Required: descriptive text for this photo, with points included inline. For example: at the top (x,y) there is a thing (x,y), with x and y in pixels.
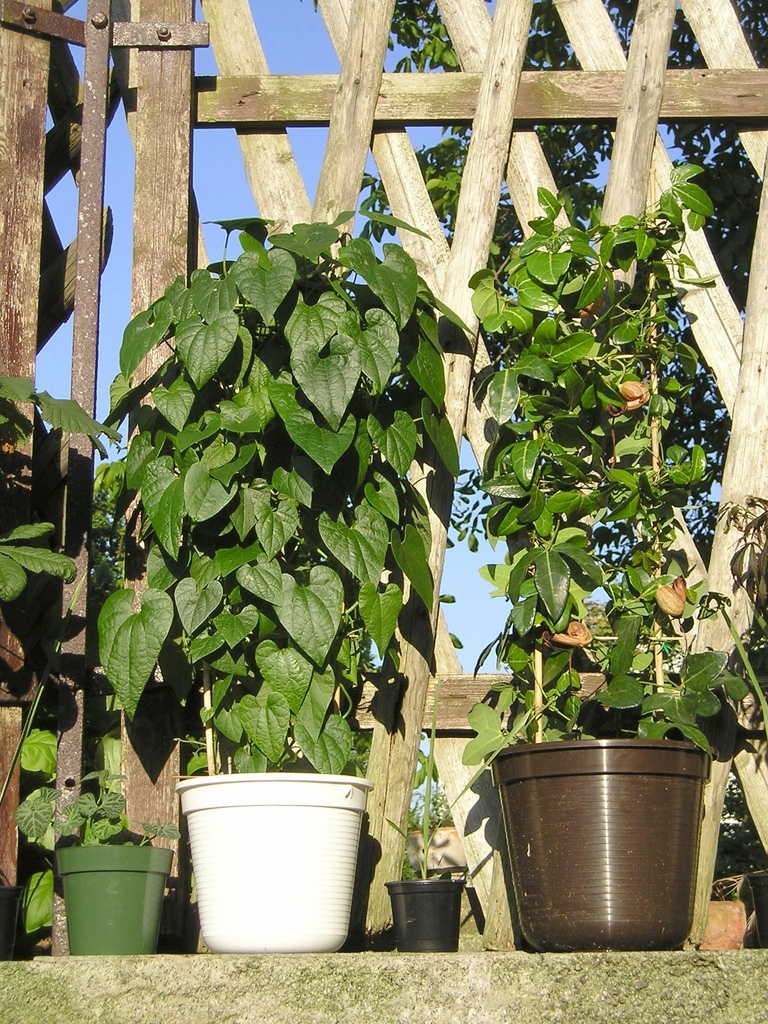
In the picture I can see plant pots (346,875) and a wooden fence (389,746). In the background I can see trees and the sky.
